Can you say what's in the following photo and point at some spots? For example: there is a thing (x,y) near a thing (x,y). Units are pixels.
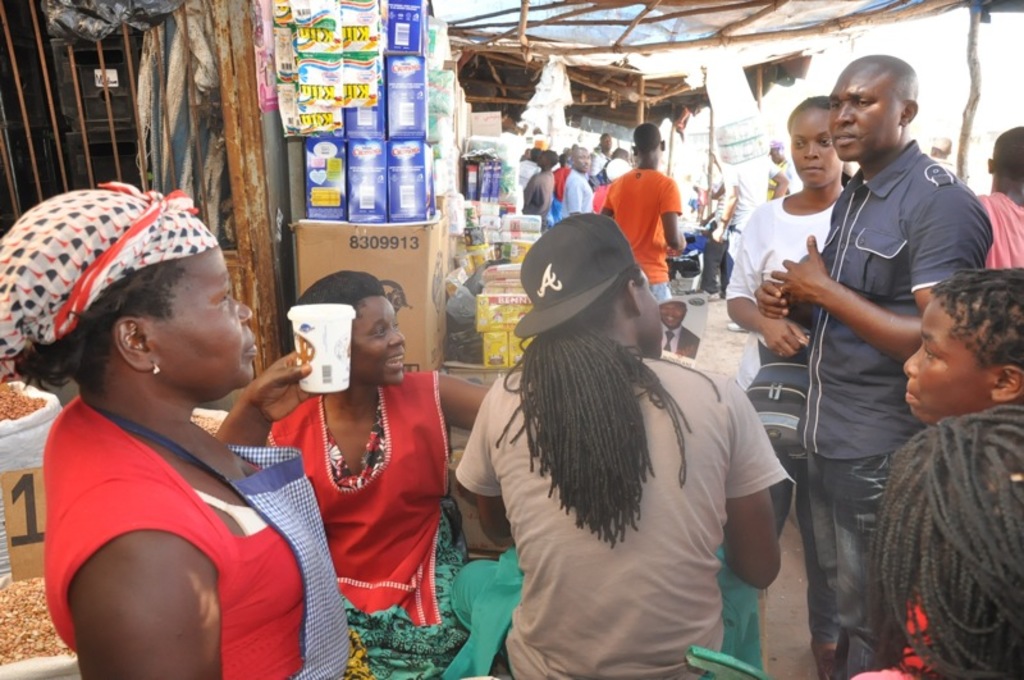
In the center of the image (654,418) we can see a few people (705,399) are in different costumes (705,399). Among them, we can see one person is smiling and the other person (148,474) is holding some objects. On the left side of the image (15,610), we can see the grains (23,593) in the white bags (19,453). And we can see one board (22,500) with a number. In the background (402,201), we can see food products (412,197), boxes (398,199), few people (1018,155) are standing and a few other objects (487,143).
